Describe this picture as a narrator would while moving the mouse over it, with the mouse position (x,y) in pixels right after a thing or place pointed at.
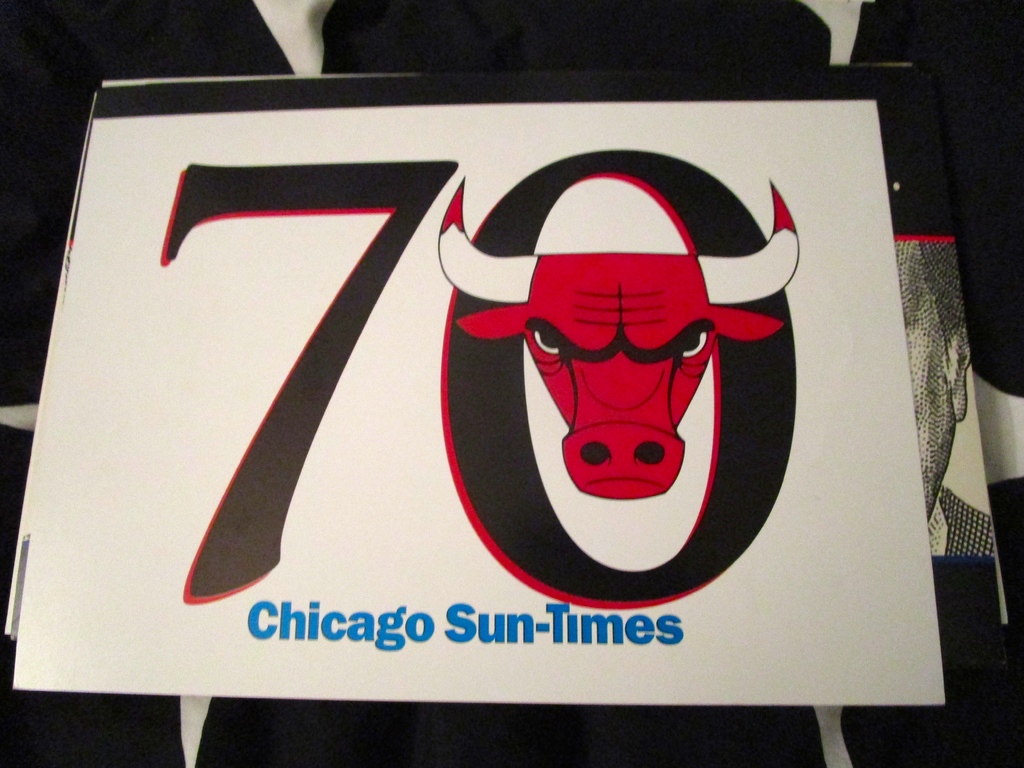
In this image, we can see a board (845,231) contains a bull head (588,352), numbers (402,229) and some text (388,639).
